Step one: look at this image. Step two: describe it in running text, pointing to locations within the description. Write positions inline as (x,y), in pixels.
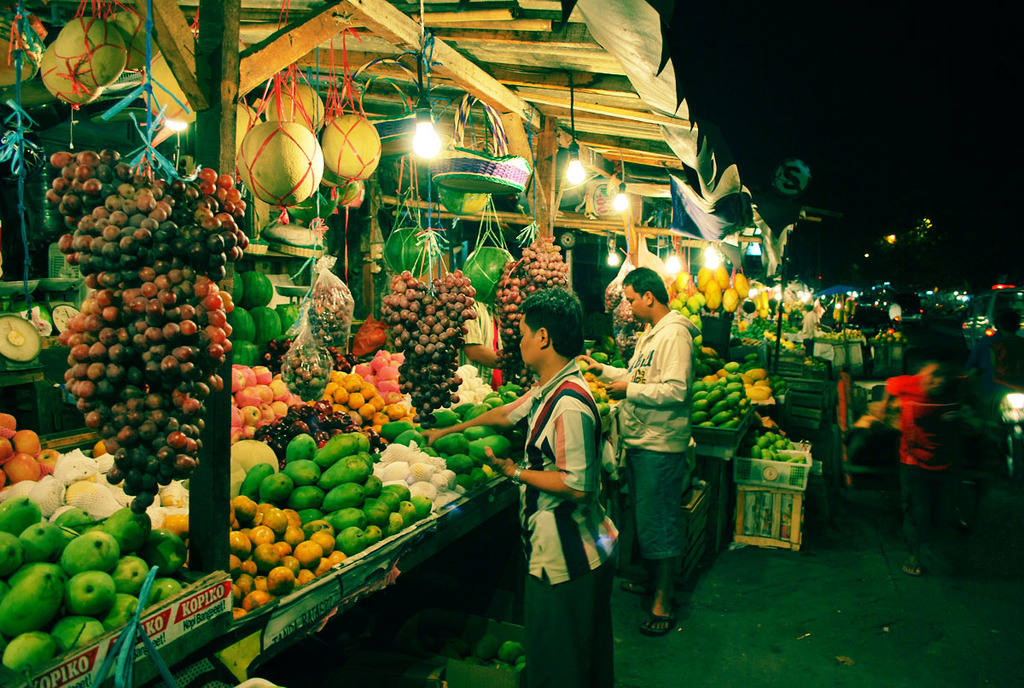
In this image I can see a fruit market (356,398) and different fruits (439,407). I can see few people (569,460) standing and holding fruits (479,467). Top I can see few lights (421,136) and wooden shed (519,77).
